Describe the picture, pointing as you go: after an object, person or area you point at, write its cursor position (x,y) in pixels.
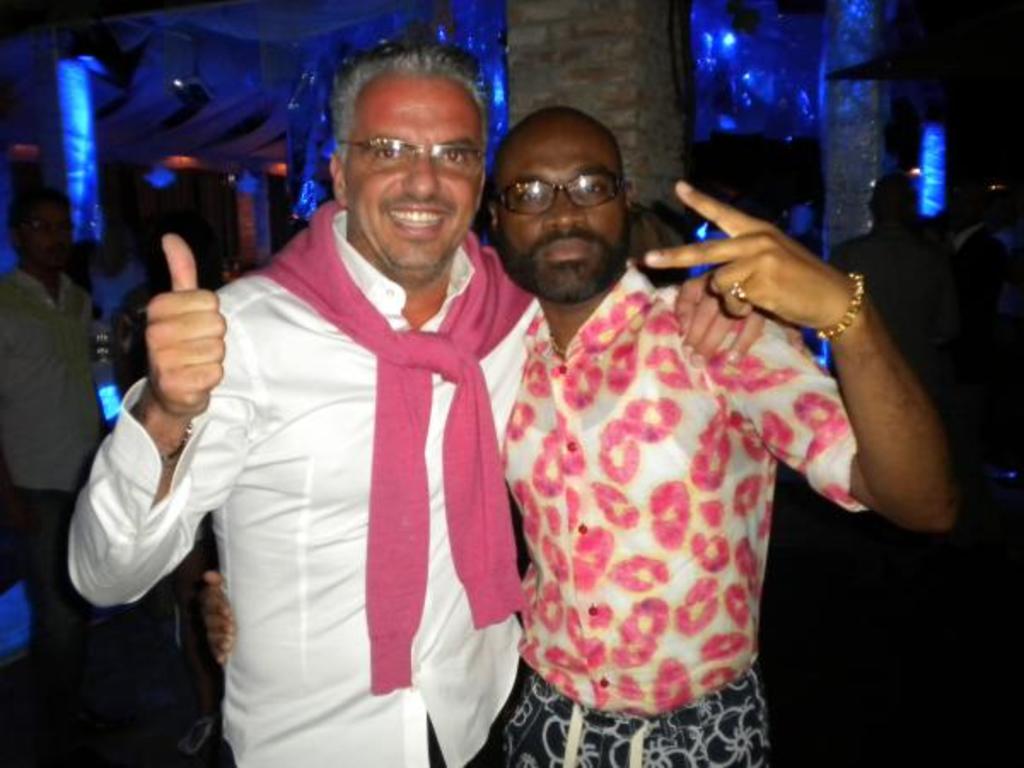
In the picture we can see two men (583,550) are standing together and holding each other one man (307,657) is showing his thumb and one man (720,668) is showing his two fingers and behind them, we can see some people (40,419) are standing and behind them we can see the blue color light focus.
